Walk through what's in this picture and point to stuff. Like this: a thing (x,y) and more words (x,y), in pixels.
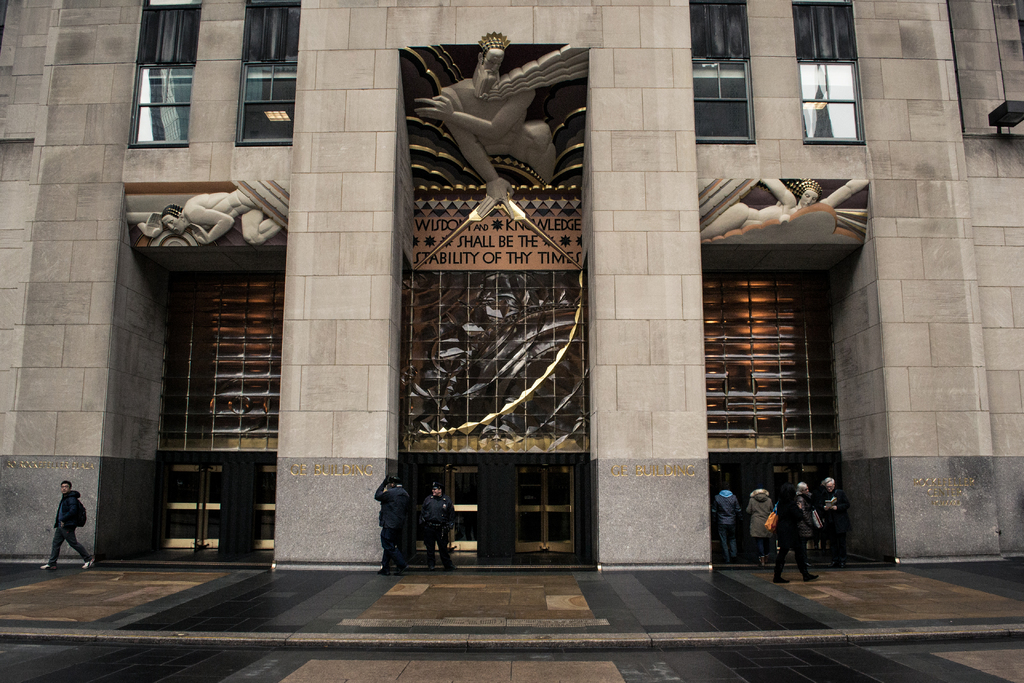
In this image we can see a building (873,522), there are the persons (808,531) standing on the ground (725,575), here are the pillars (659,152), here is the glass window (705,120).
